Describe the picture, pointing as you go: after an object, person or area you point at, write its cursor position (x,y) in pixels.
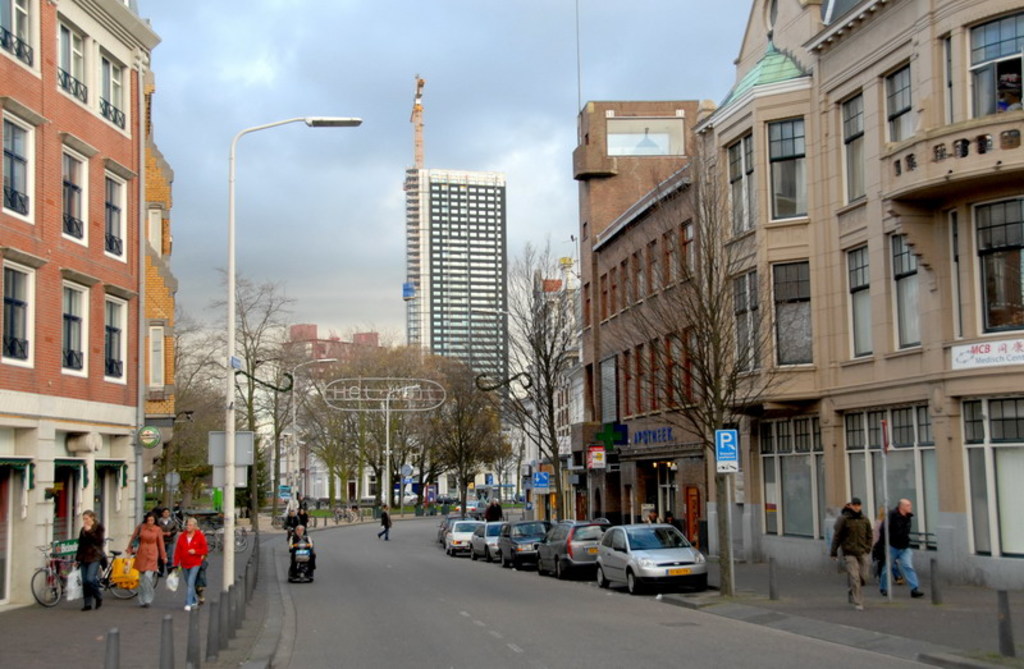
In this picture we can see building (630,286) with windows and trees (708,317). Here it is a road (421,588) where cars (628,551) are parked in a line and person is walking on that road (357,541) we can see fence (249,571) beside it. Here it is a pole (231,195) with light (320,126) and on the side way (160,578) woman (148,605) are walking carrying their bags (71,589) and bicycle (55,574) is leaned to the wall (44,538) and above building (592,389) there is a sky (385,40) with clouds (531,130). Here it is a sign Board (725,454). Men (849,525) are walking on the right side (869,556) way.
